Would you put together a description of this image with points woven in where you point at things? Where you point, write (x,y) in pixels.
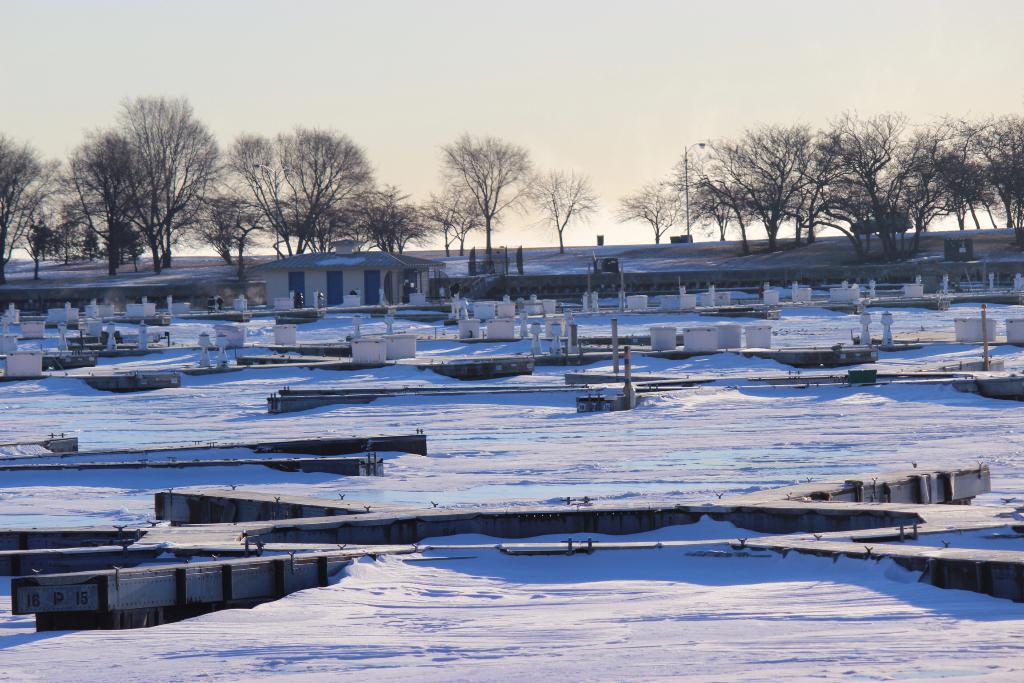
At the bottom of the image (497,497) there is a snow (572,596), on the snow (682,526) there are few cement blocks (593,510) and there is a house (353,263), behind the house (372,254) there are trees (736,209) and a pole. In the background (468,78) there is the sky (458,78).
